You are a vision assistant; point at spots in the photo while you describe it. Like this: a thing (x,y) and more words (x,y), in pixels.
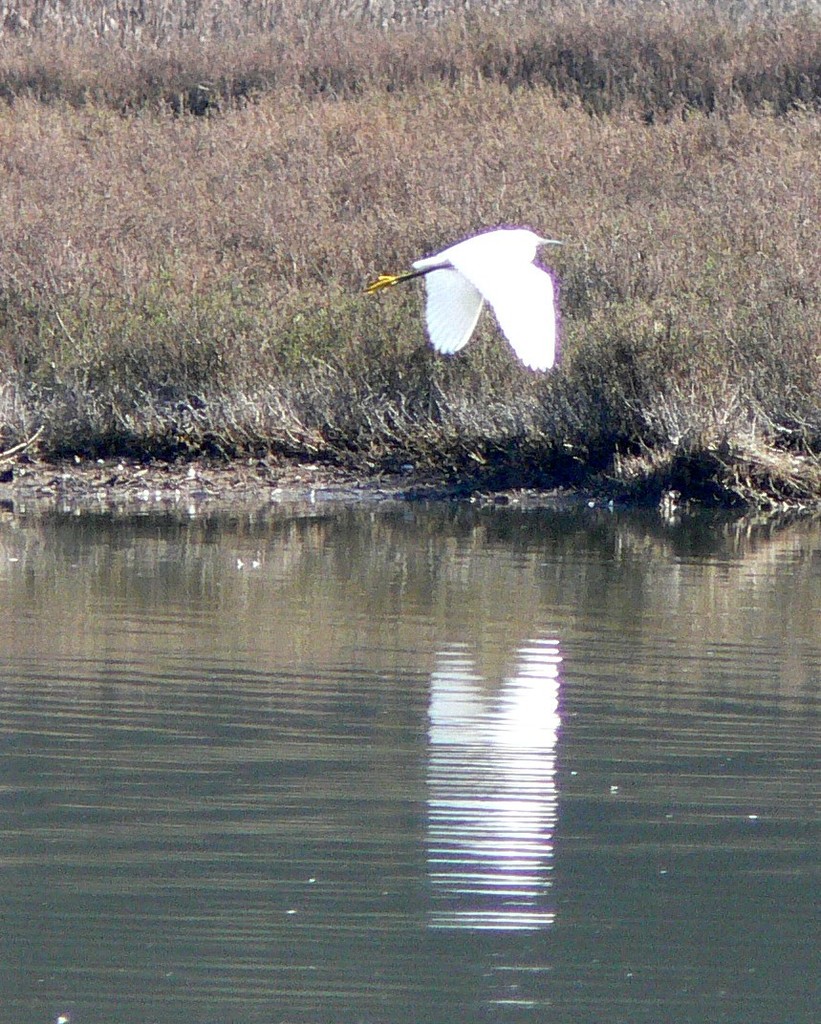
Above this water (494,649) a bird (455,326) is flying in the air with wings (506,275). Background (187,168) there are dried plants (482,102).
